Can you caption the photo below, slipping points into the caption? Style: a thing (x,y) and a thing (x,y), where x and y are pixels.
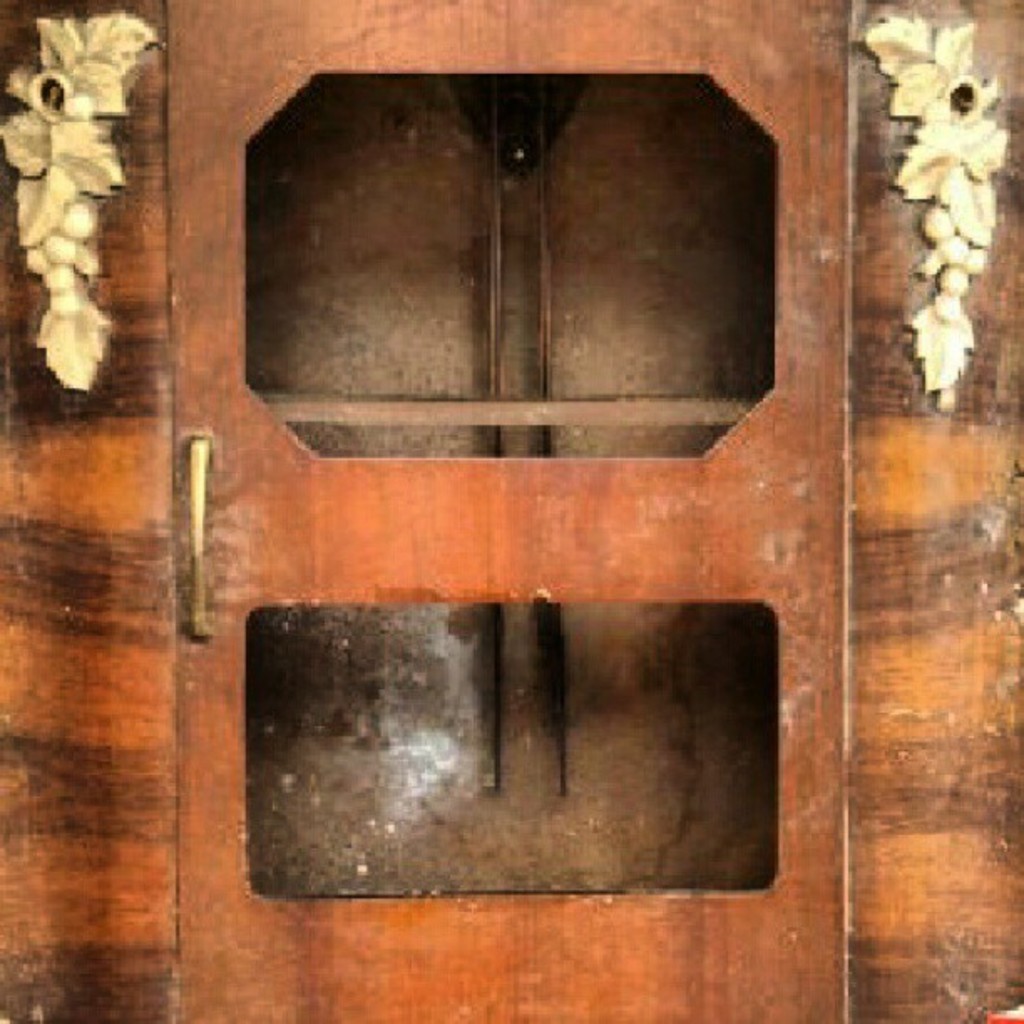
In this picture, we see the handle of the door (290,634) and a door (584,634) in brown color. Beside that, we see a brown wall (144,766). On either side of the door (241,149), we see the design (895,101) in white color.
